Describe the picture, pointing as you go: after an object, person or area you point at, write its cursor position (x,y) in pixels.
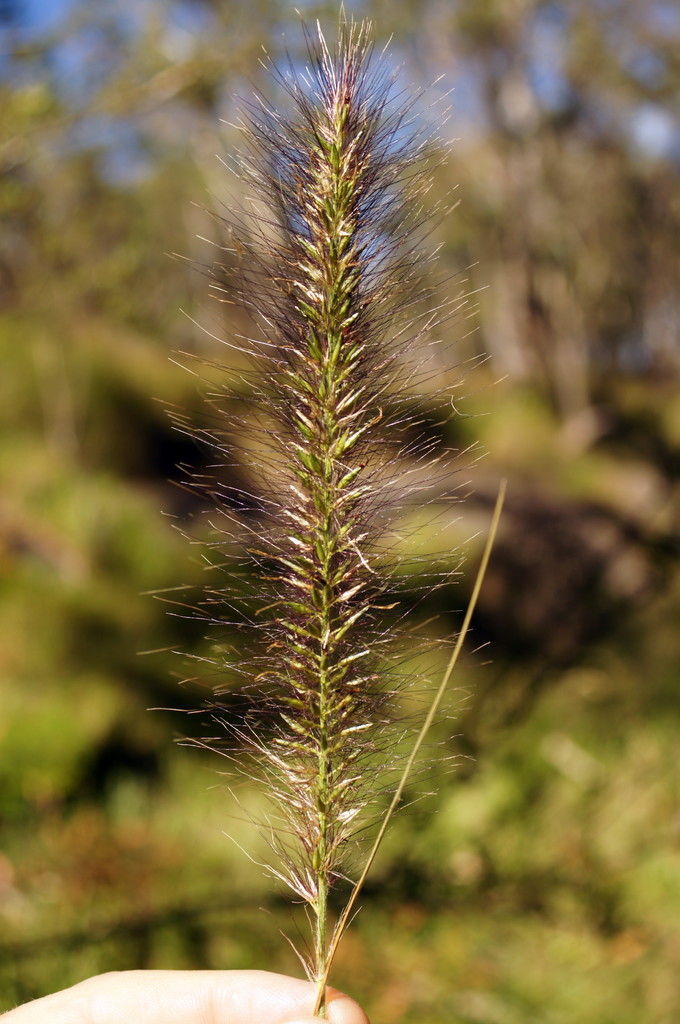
In this picture, we see a grass seed head (328,956) in the human hand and few trees (161,206) on the back (518,126).
